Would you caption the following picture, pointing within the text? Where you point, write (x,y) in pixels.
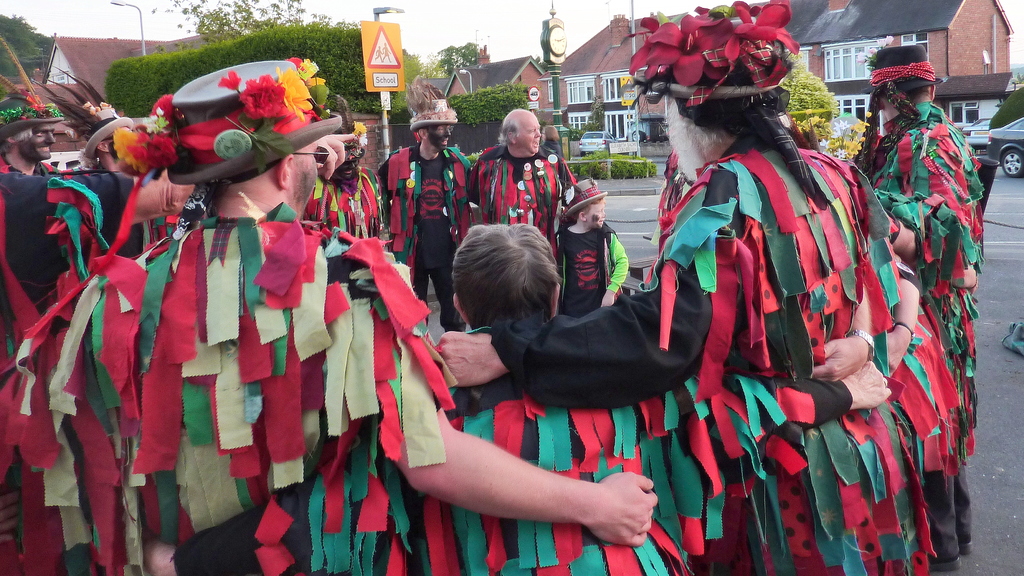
In this image, we can see a group of people (656,395) are on the road (984,508). Background (634,171) we can see houses (611,104), trees (808,89), plants (649,162), poles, sign board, clock (557,46), vehicles (643,141), walls (549,113), windows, roads (988,300) and sky (522,28).
